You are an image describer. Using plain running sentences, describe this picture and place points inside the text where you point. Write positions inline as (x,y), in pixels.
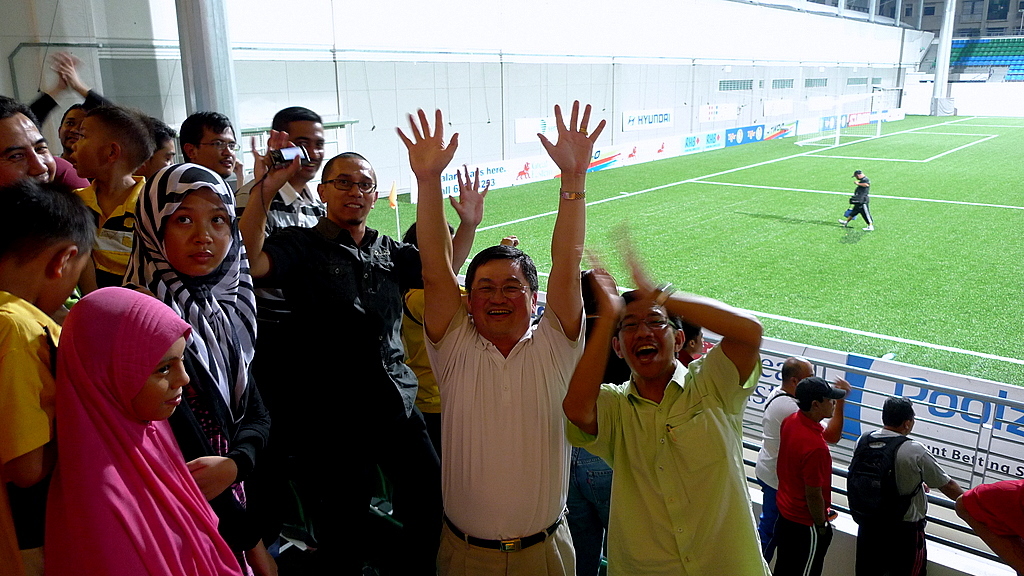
In the foreground of the picture (320,299) we can see people (641,435) and railing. In the middle of the picture (597,192) we can see a football ground (800,211) and a person (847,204) walking in it. In the background (580,28) we can see wall (848,39), chairs (995,44), poles (872,2), board (711,134) and other objects (830,127).
